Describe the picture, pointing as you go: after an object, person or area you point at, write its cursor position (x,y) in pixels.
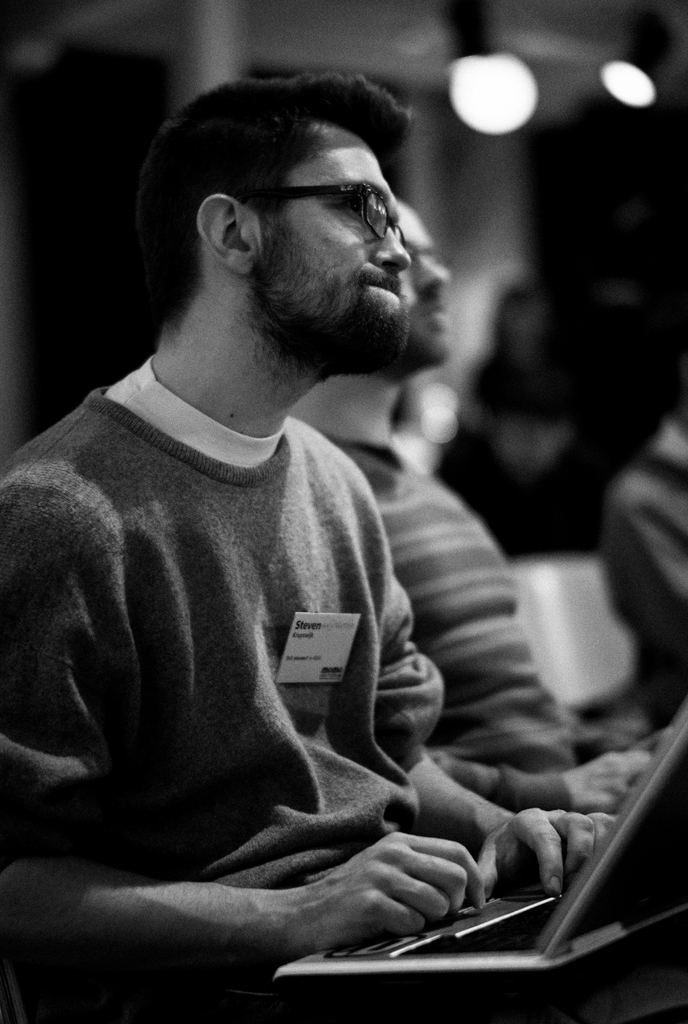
This is a black and white image, we can see there is one person (246,676) sitting and holding a laptop (470,926), and there are some other persons (524,451) in the background (514,417).
